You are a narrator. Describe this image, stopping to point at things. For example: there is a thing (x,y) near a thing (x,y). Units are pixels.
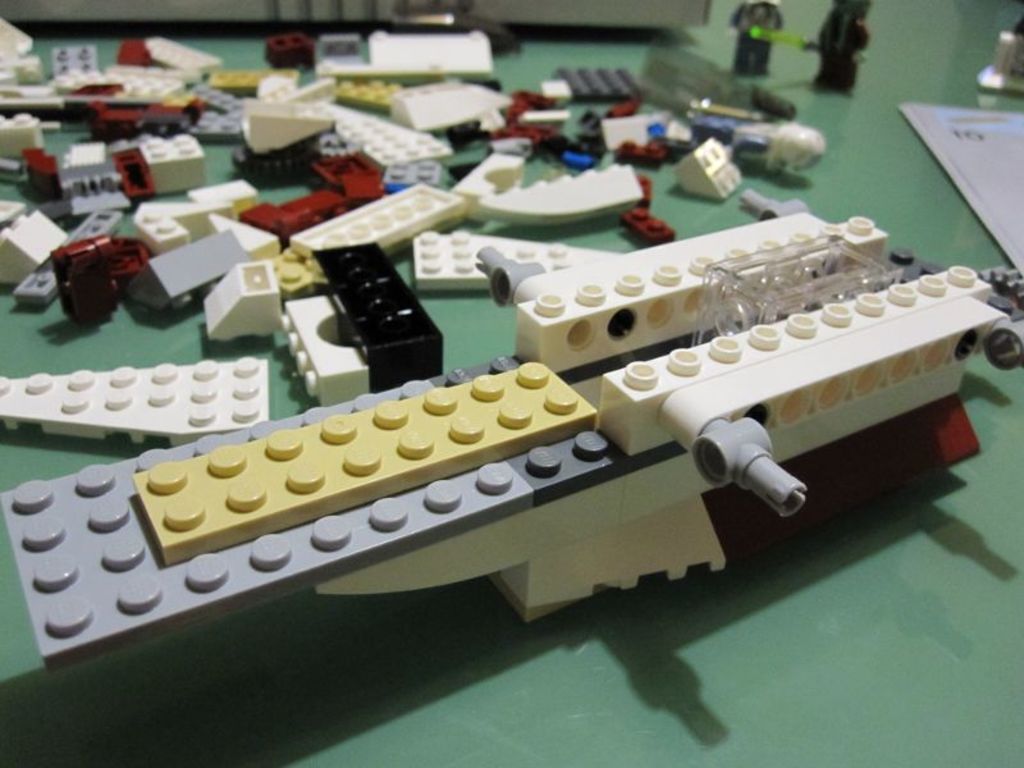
In this picture, we can see Lego bricks (733,342) and other items (973,163) on an object (768,77).
